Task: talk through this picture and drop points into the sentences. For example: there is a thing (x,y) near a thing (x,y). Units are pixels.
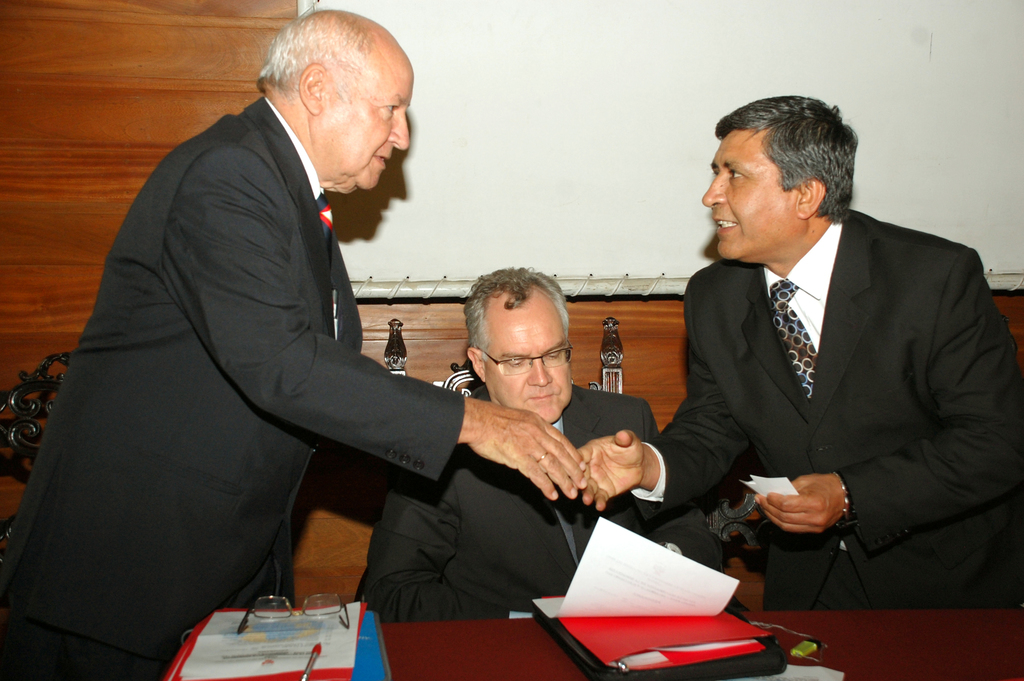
In the center of this picture (514,338) there is a person (492,506) wearing suit (490,485) and sitting on the chair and we can see the two persons (798,281) wearing suits (414,456) and standing and seems to be shaking their hands (513,467) and we can see a table (494,665) on the top of which books (697,670) and some other objects (575,607) are placed. In the background (472,89) we can see the wall (160,18) and a projector screen (653,119).
